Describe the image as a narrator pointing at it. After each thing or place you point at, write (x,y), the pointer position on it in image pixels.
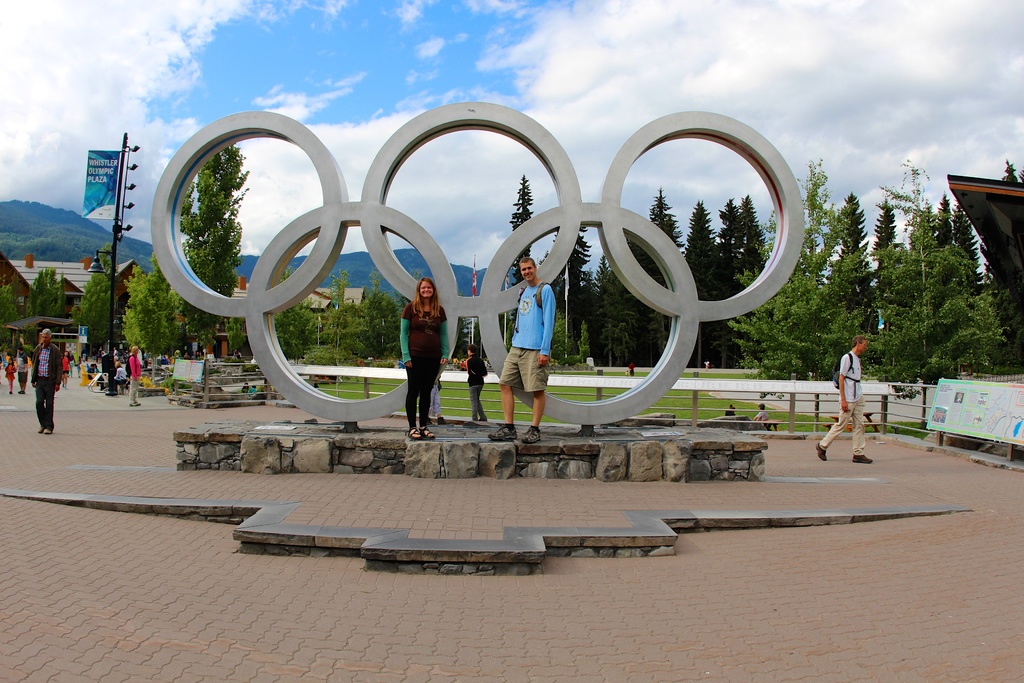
In this image there are rings (261,281) in the center (381,408), and there are two people (413,363) standing. And the some of them are walking, at the bottom (275,475) there is a walkway (958,477) and in the background (878,319) there are trees (948,219), poles (112,338), flags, houses (1004,189) and mountains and some boards (946,385). At the top of the image (844,60) there is sky (387,74).
